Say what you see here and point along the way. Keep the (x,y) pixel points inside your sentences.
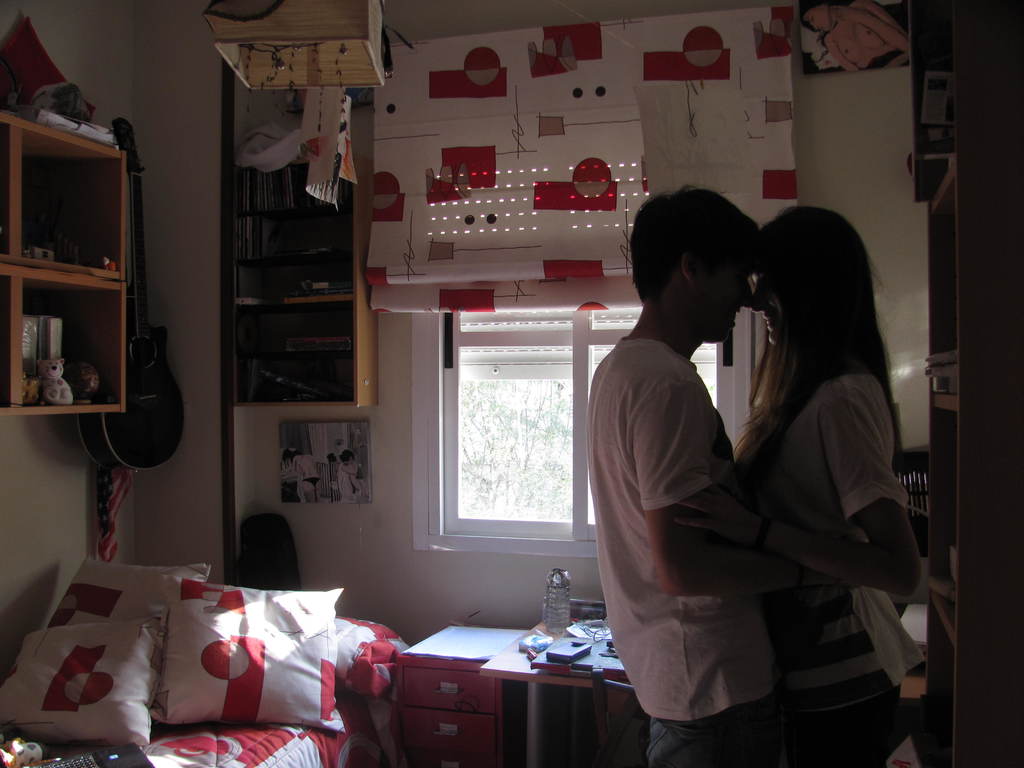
2 people (635,610) are standing at the right (755,652) wearing white t shirts (629,564). at the left (254,725) there is a bed (254,732) on which there are pillows (141,677) and a laptop (115,760). in between them there is a table (584,677). at the left top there is a cupboard (94,319) and a guitar (133,353). at the back (481,444) there is a window (485,460) and a bookshelf (282,212) in which there are books (255,236).
